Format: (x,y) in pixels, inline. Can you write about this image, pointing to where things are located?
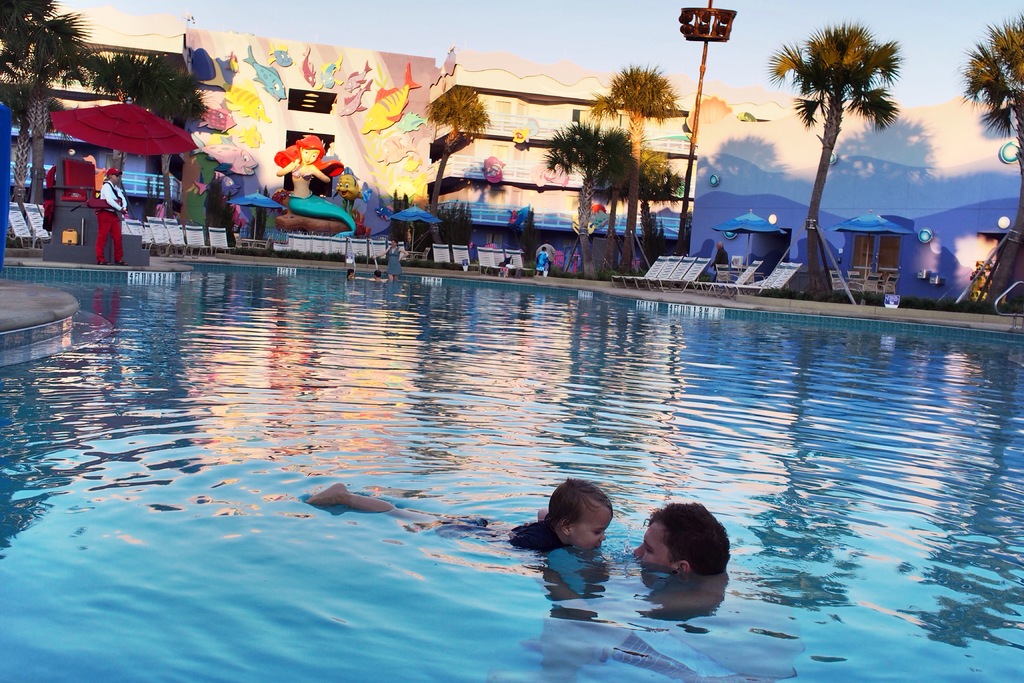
At the bottom of the image (960,662) there is a swimming pool (960,662), in the swimming pool (799,663) few people (590,538) are swimming. Behind the swimming pool (553,572) there are some chairs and few people (110,189) are standing and there are some trees (484,116) and there is a building (503,116), on the building (356,89) there is a painting (196,76). At the top of the image (421,52) there is sky (570,56).
